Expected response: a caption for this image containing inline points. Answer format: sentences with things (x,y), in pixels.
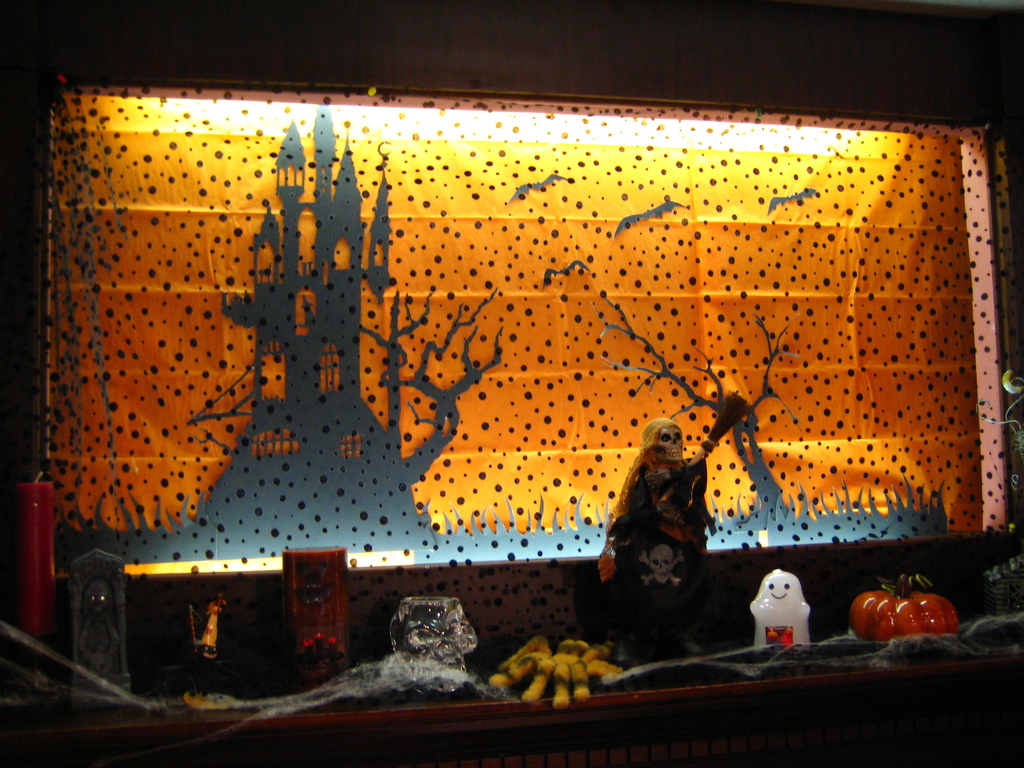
In this image there is a wallpaper (443,199) on the wall (505,579). In front of it there are toys (867,609), statues (101,607) and a candle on the wall (492,700). On the wallpaper (268,369) there is a castle (289,327).
